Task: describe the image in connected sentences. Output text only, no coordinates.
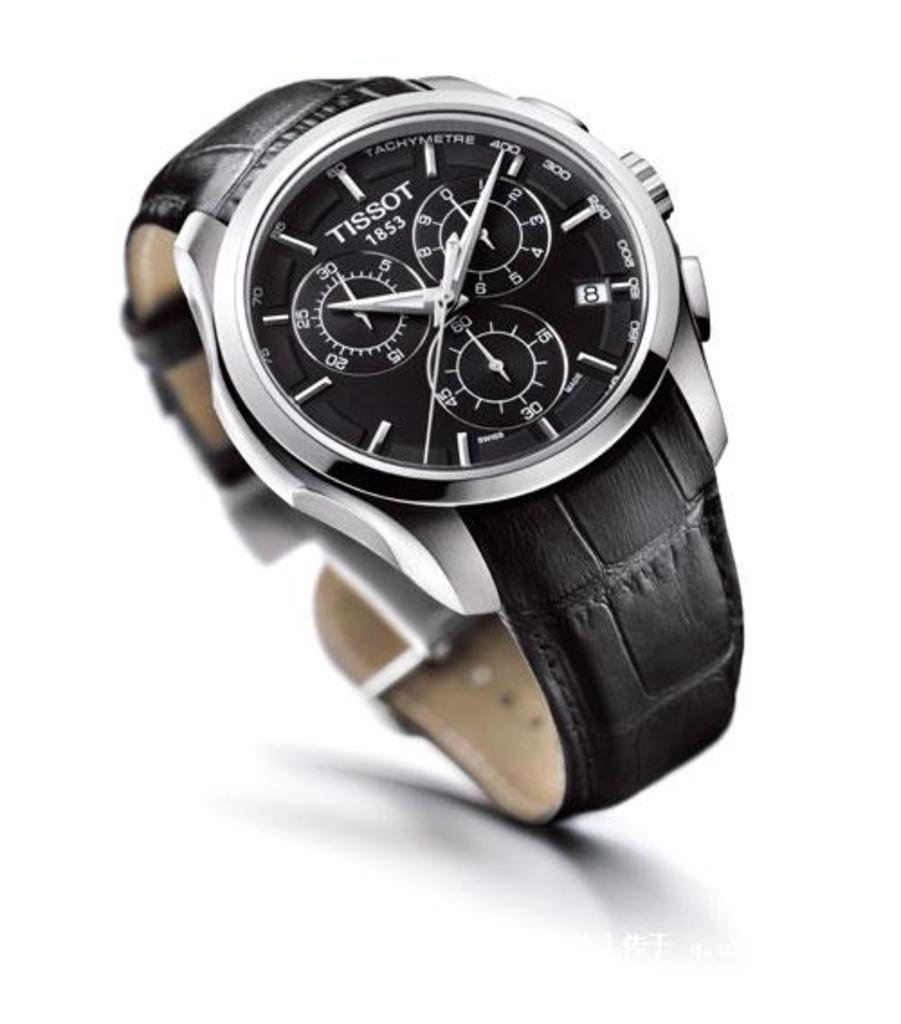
In the center of the image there is a black color watch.
